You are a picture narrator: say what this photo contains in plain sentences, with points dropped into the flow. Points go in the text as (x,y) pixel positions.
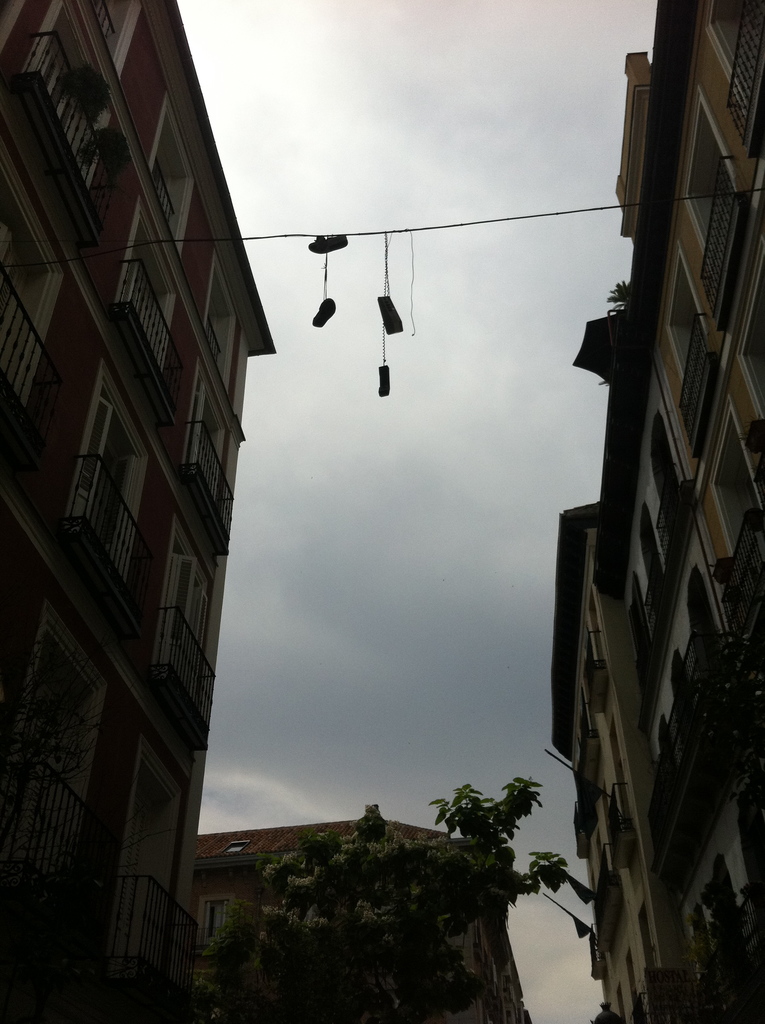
In this image we can see buildings (737,468), tree (369,861), cable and other objects (726,952). In the background of the image (283,87) there is the sky (460,566).
